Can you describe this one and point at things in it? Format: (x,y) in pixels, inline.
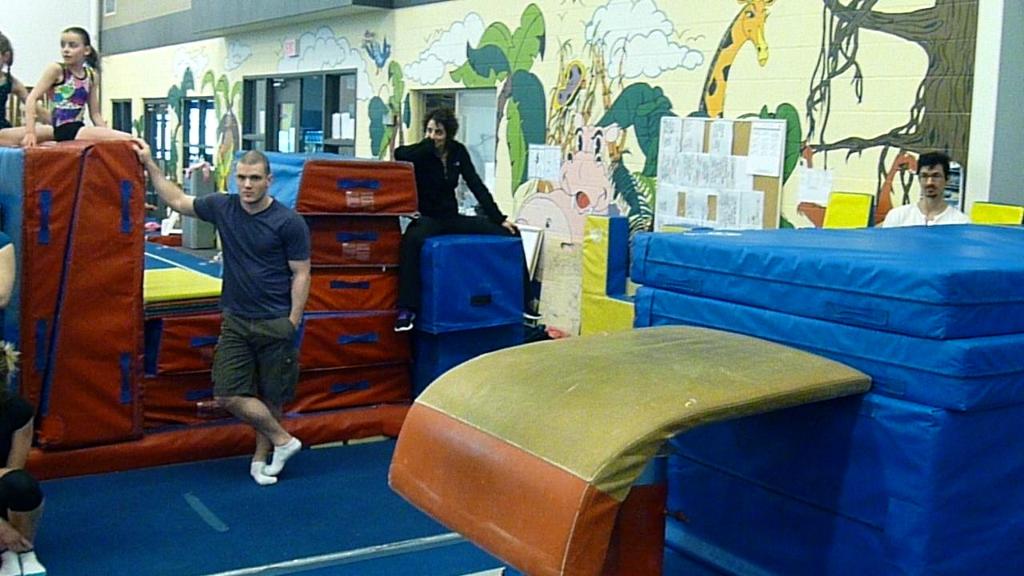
In this image we can see people (227,205), painted walls (538,111), windows (288,99) and gymnastics mats (357,276).
